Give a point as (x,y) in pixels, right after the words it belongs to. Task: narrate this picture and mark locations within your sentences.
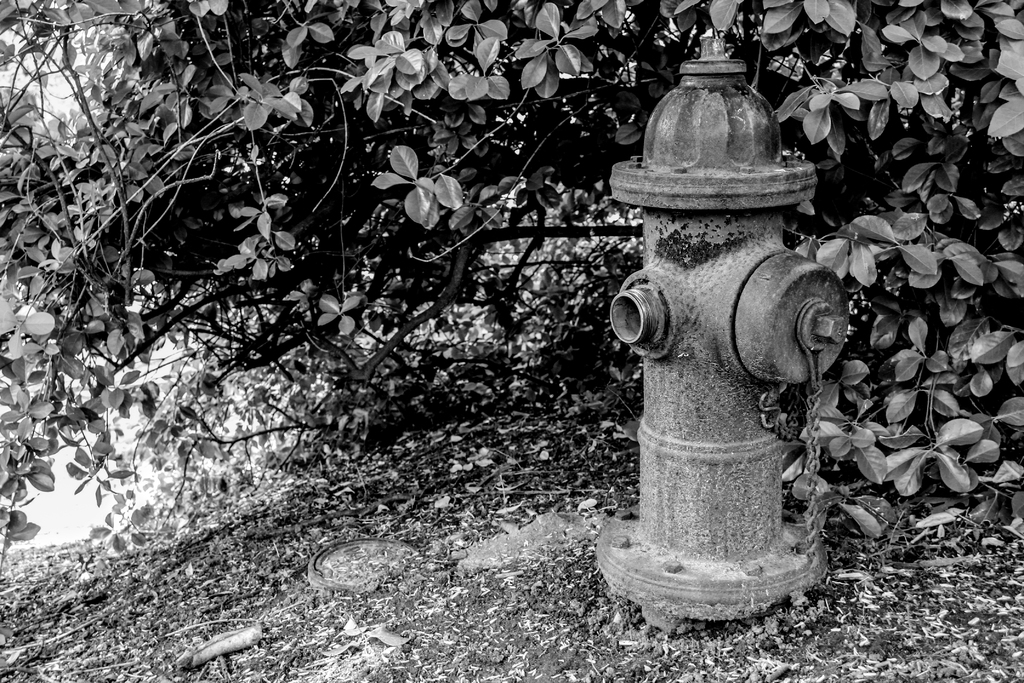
In this image there is a fire hydrant (686,577) on the land (576,538). Background (47,400) there are few plants (277,243) having leaves (934,358).
